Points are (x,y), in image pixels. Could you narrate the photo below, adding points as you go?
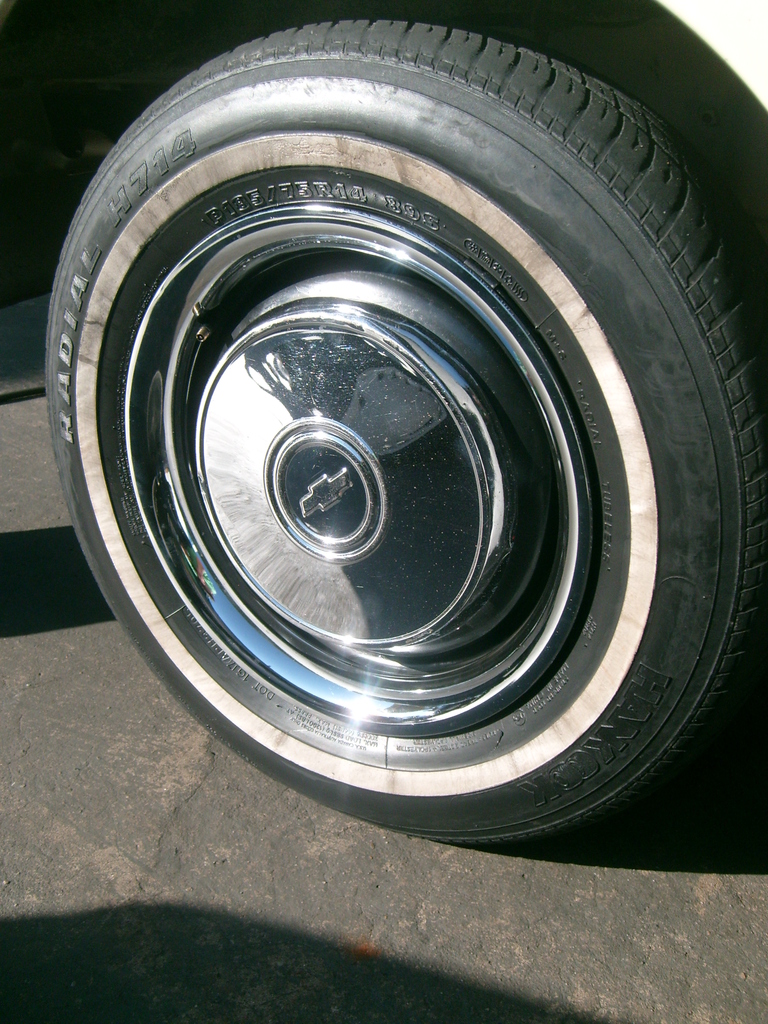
In this image we can see the Tyre (430,206) of a vehicle (263,259). There is a metal (332,465) in the middle of the Tyre (342,160). The Tyre (348,119) is on the floor (174,778).
